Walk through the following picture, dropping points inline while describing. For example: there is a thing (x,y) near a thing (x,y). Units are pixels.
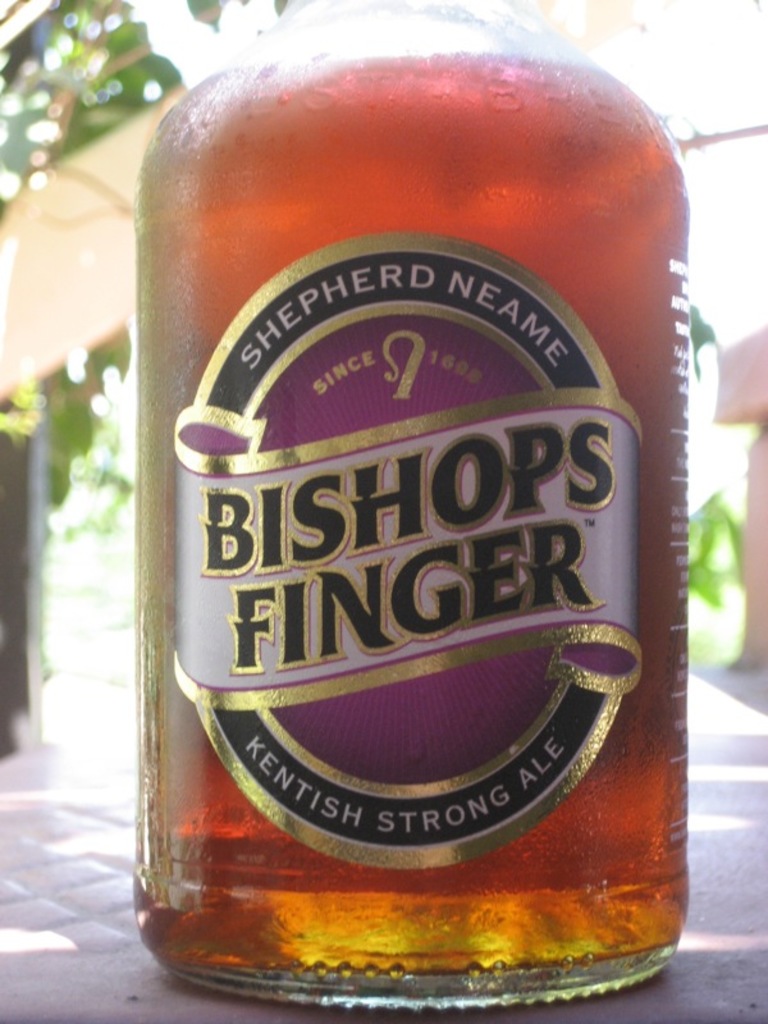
This image consists of a bottle (449,479) which has bishops finger written on it. There is some liquid (453,98) in this bottle (537,487) which is in red color.
